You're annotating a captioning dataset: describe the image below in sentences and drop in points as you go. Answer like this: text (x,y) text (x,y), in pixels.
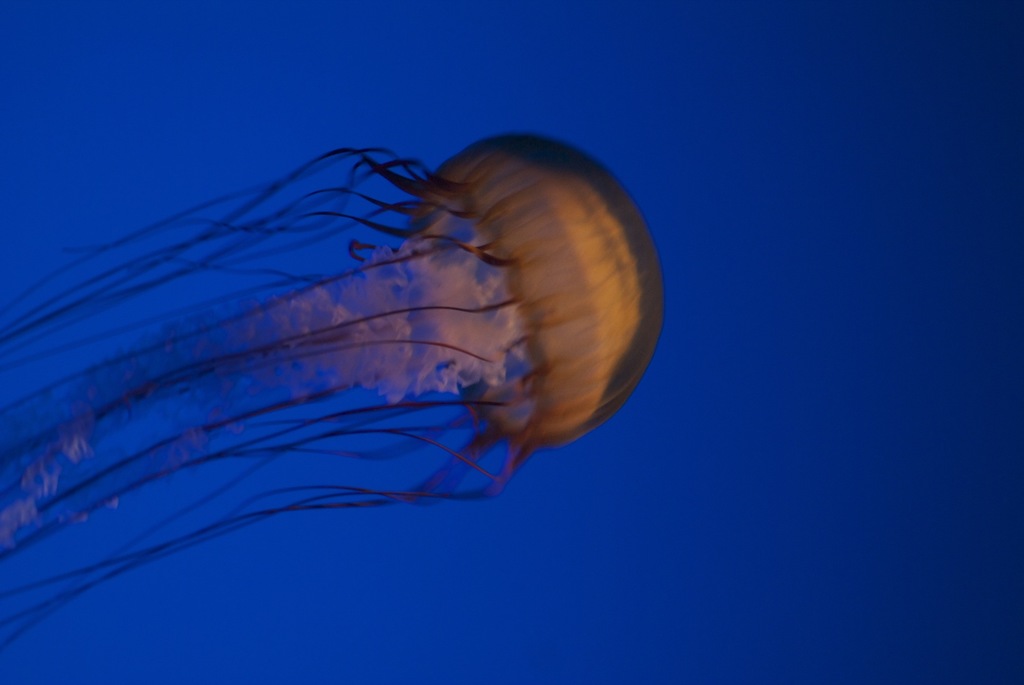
In this picture we can see a jellyfish (402,340) and behind the jellyfish (453,327) there is a blue background (785,294).
